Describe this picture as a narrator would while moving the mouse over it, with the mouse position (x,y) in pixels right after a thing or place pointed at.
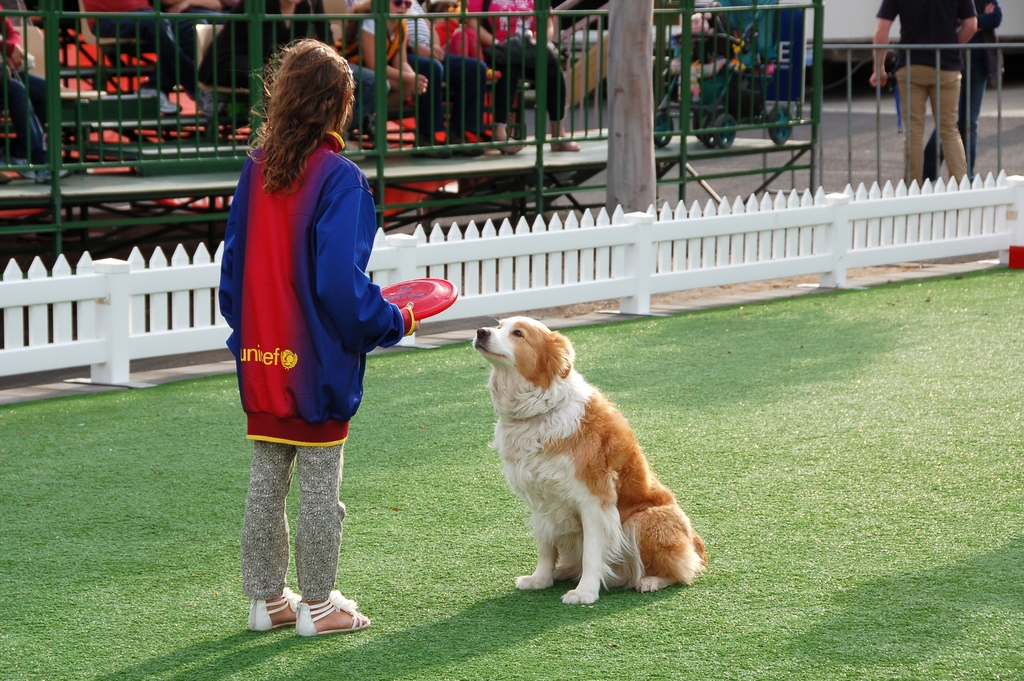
Here I can see a girl (327,325) wearing a jacket (327,325), standing and holding a red color disc (415,299) in the hand (414,317). In front of her a dog (558,445) is sitting on the ground (690,615) and looking at the girl (353,311). On the ground (870,592), I can see the grass (860,570). In the background (599,246) there is a railing (529,244) and a tree trunk (629,88). Behind the railing (544,62) there are many people (387,37) sitting. In the top right (925,92) there are two persons (974,85) standing on the ground (861,152).
